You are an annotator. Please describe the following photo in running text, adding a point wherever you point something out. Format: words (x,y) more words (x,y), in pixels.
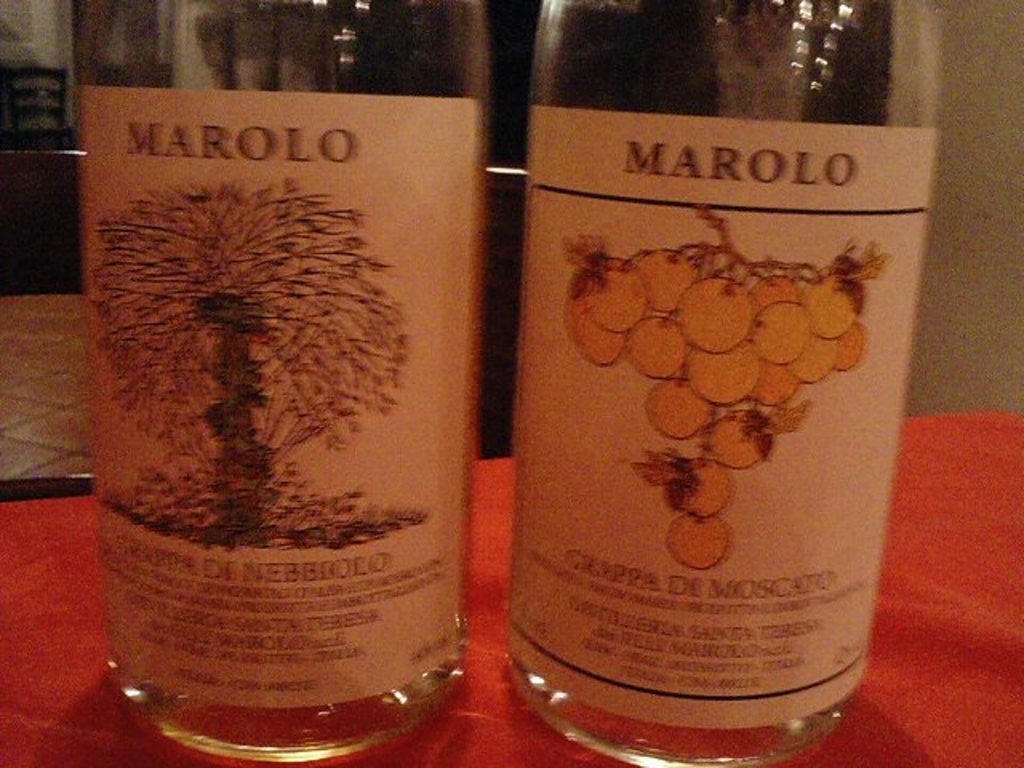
In this picture we can see two bottles (537,423) on the table (979,603).
